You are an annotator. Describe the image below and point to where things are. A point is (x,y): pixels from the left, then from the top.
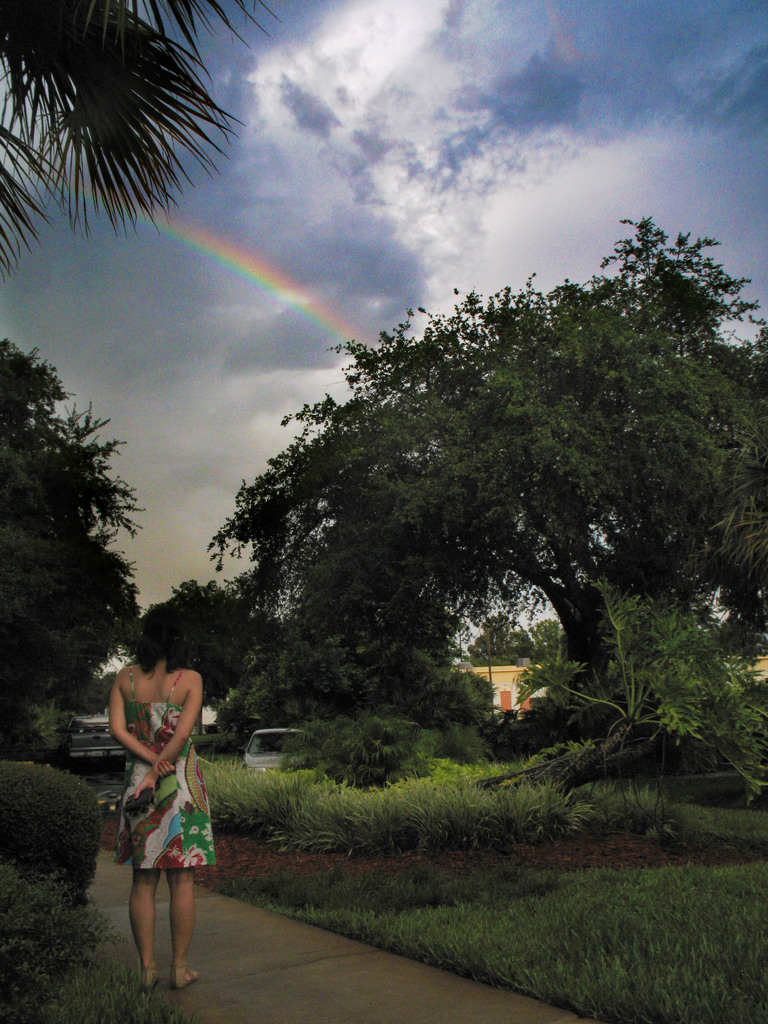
In this picture we can see a woman (144,680) standing on a path (532,1018), trees (467,728), vehicles (283,743), building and in the background (381,308) we can see the sky (568,100) with clouds (340,294).
